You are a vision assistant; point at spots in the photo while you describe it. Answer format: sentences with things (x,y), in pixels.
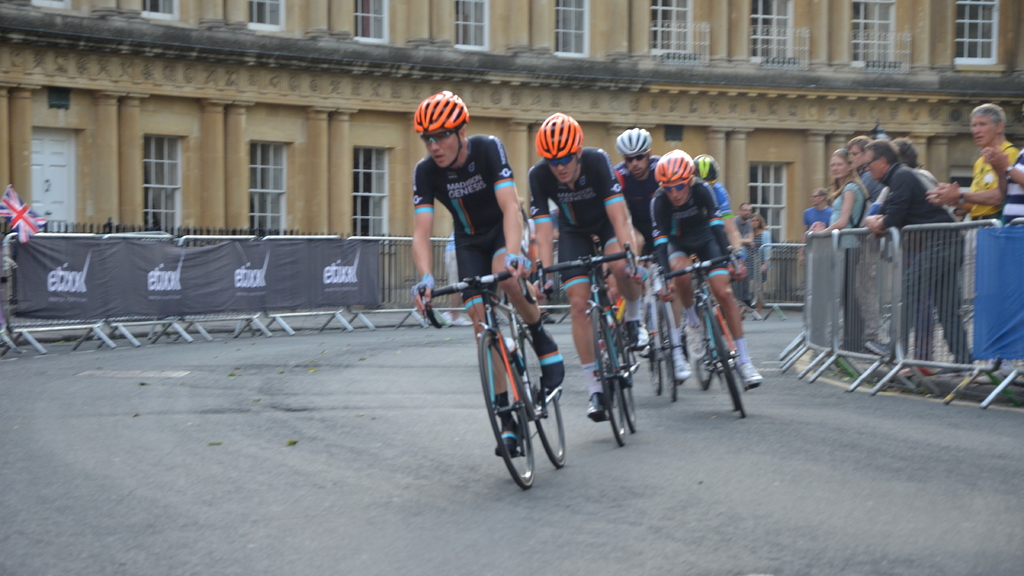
In this image I can see group of people (577,257) riding bicycles (596,254) and I can also see few persons (840,222) standing. Background (797,253) I can see the railing (810,257), few banners (213,252), buildings (400,102) in cream and gray color and the flag (21,219) is in red, white and blue color.
